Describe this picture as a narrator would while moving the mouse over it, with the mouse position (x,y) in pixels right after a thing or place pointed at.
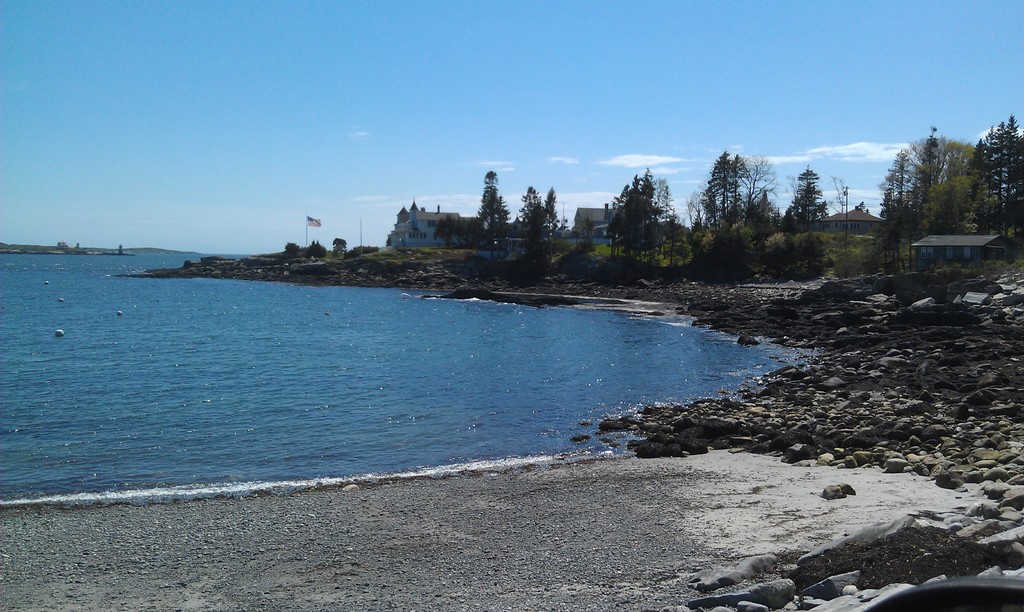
In the background (582,87) we can see a clear blue sky (671,80). In this picture we can see the sea (17,280). On the right side of the picture (929,162) we can see the buildings (394,243), a house (825,221), the flagpole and the trees (503,220). Near to the sea shore (925,287) we can see the stones (885,338).
